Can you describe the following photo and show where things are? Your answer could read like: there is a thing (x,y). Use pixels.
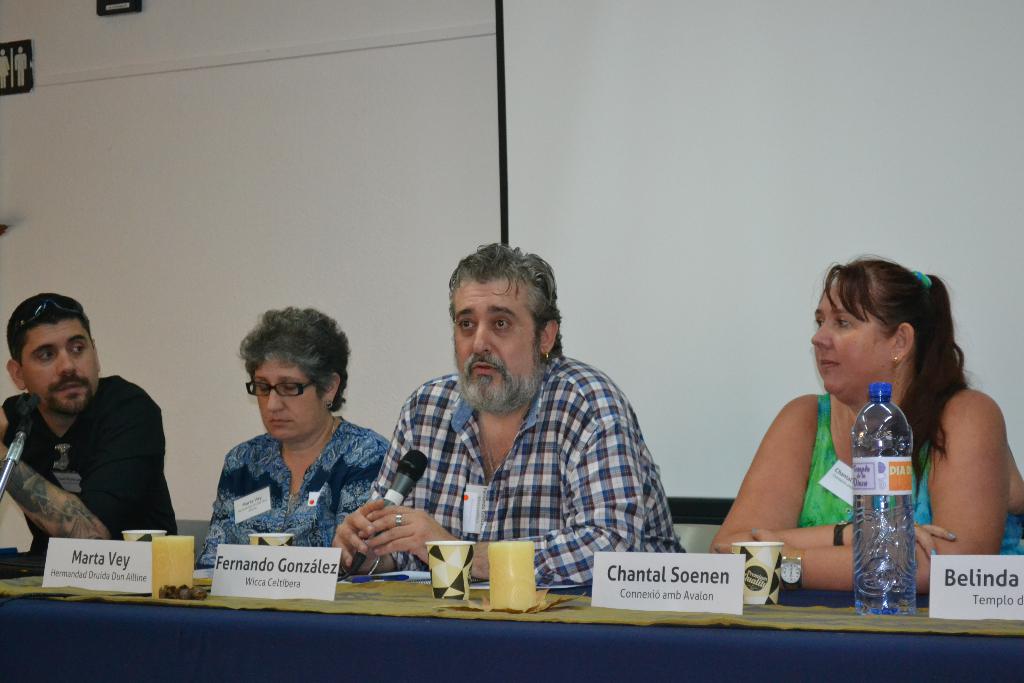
In this image i can see 2 men (17,354) and 2 women (864,348) sitting in front of a table (702,613). On the table (660,623) i can see few board (626,570), a water bottle (890,588), few cups (778,566). In the background (249,250) i can see a wall (230,180) and a banner (614,133).
